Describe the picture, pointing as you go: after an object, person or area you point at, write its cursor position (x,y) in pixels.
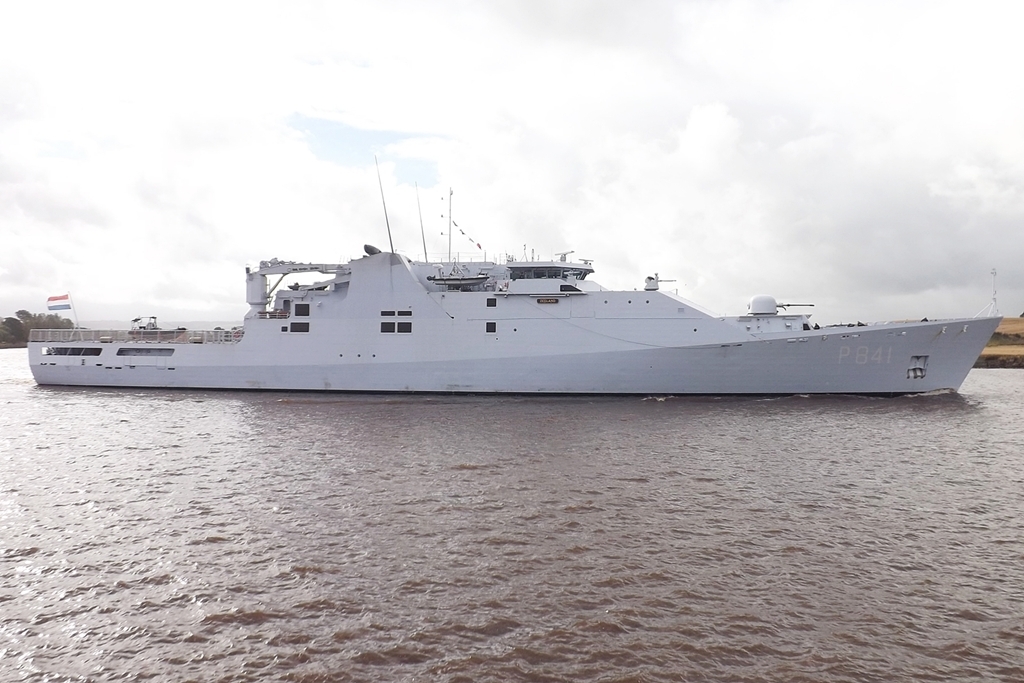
This picture shows a ship (147,343) in the water (53,468) and we see a flagpole (68,295) and we see trees (45,321) and a cloudy sky (517,214).
